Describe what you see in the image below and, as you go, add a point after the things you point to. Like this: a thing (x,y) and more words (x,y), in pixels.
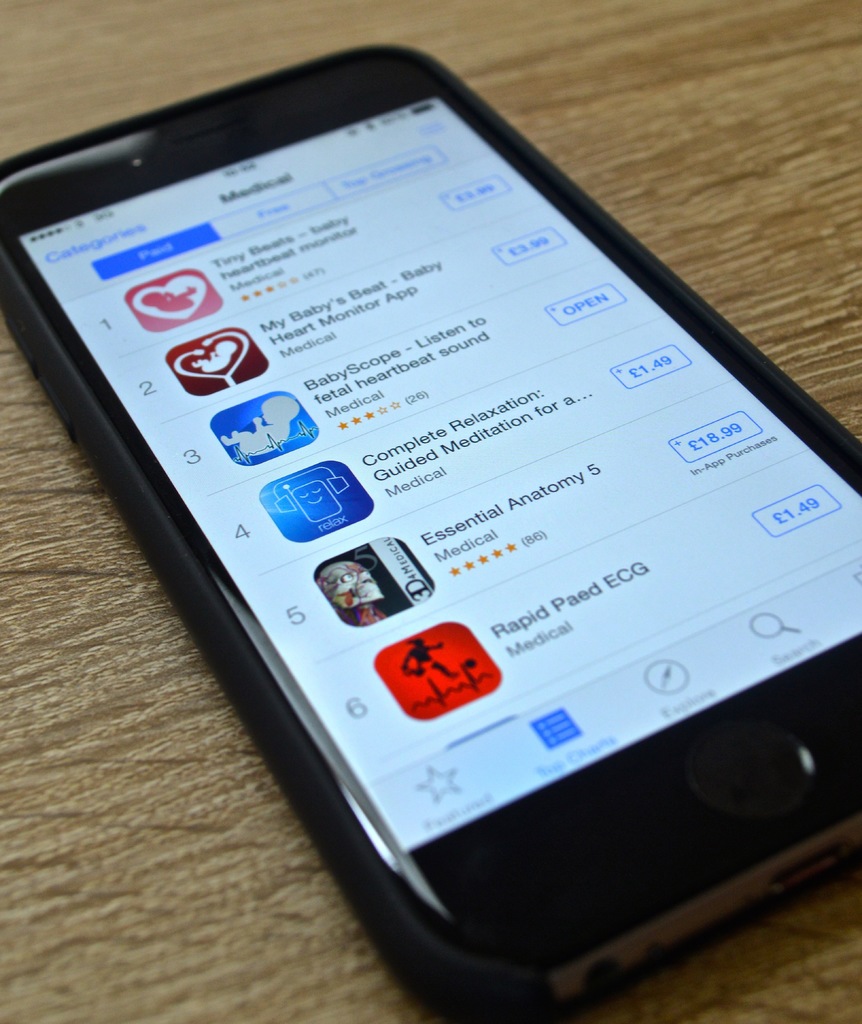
In this picture I can observe black color phone (396,161). The phone (74,372) is placed on the brown color table (84,552). I can observe some text (323,531) in the screen (459,443) of this phone (300,463).
